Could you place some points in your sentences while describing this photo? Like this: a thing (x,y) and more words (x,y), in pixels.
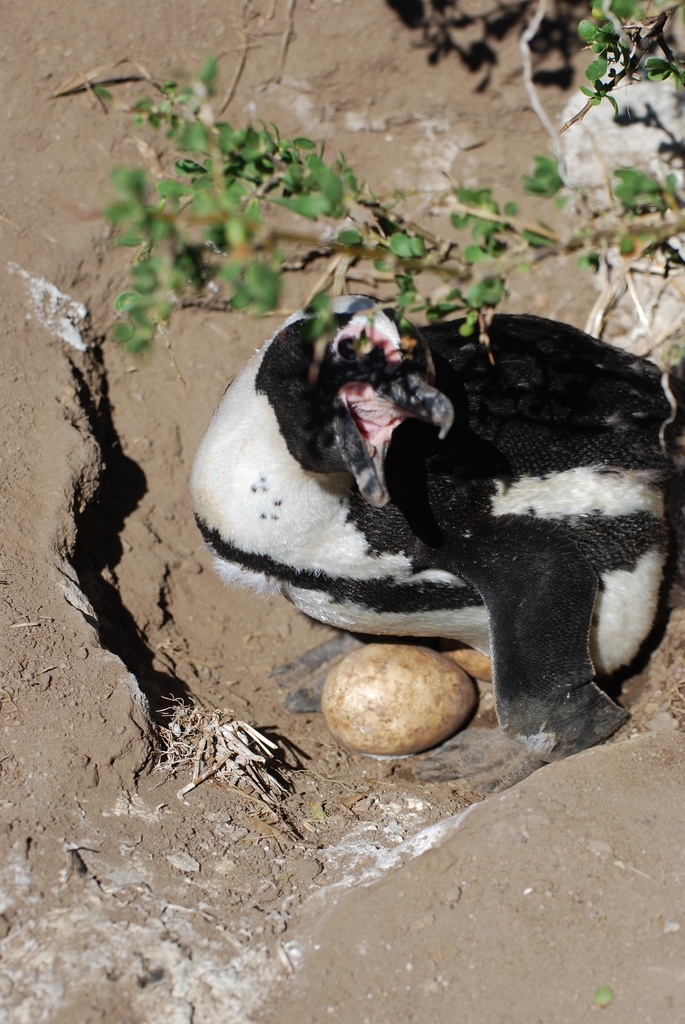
This picture is clicked outside. On the right (569,388) there is a bird (535,511) sitting on the ground (345,761) and we can see the eggs (421,694) are placed on the ground (320,825). In the background (668,77) we can see the plants (338,215).
